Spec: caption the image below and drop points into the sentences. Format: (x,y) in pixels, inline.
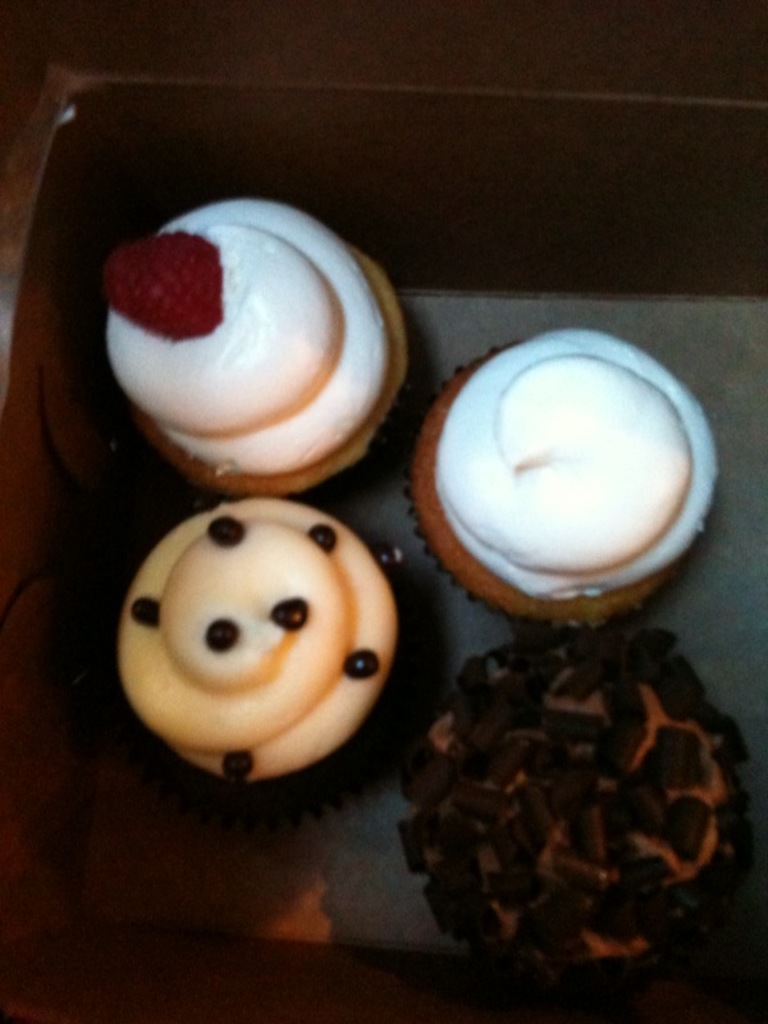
In this image there are four cupcakes (363,604) in the middle (506,681). On the cupcakes (227,784) there are creams (282,527).
